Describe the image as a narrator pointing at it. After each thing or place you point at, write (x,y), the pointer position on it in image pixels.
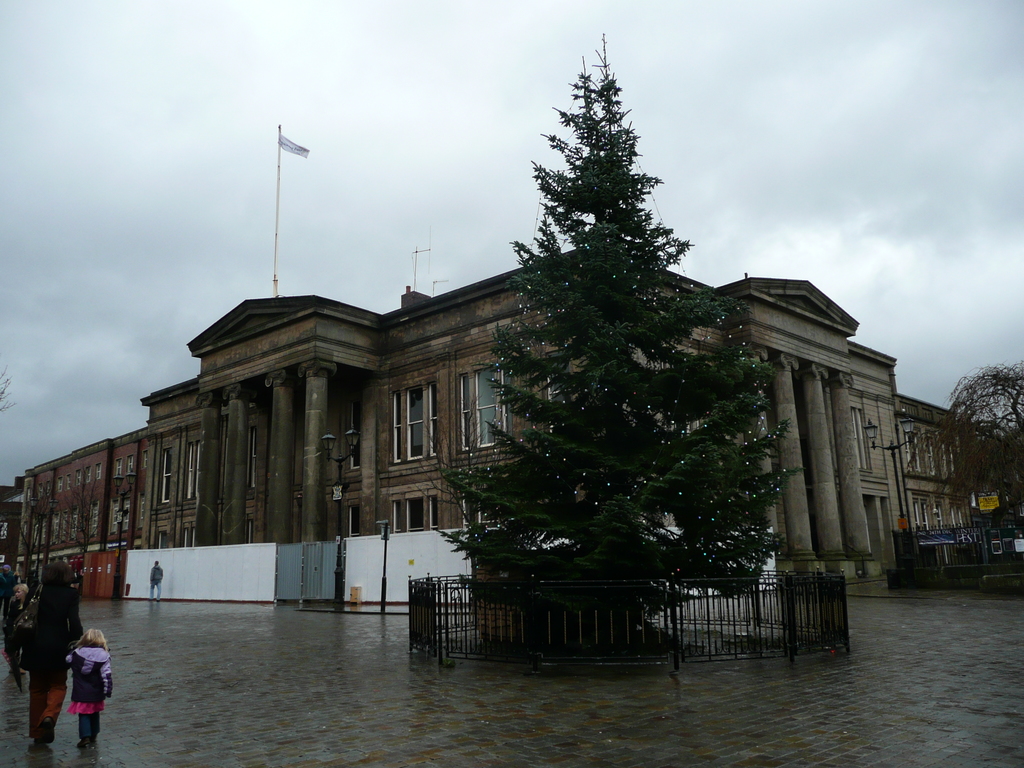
In the left side (94,669) a woman (47,609) is walking along with a girl (96,645). In the right side (725,456) it is a tree (540,437). Behind this there is a building (264,524).
